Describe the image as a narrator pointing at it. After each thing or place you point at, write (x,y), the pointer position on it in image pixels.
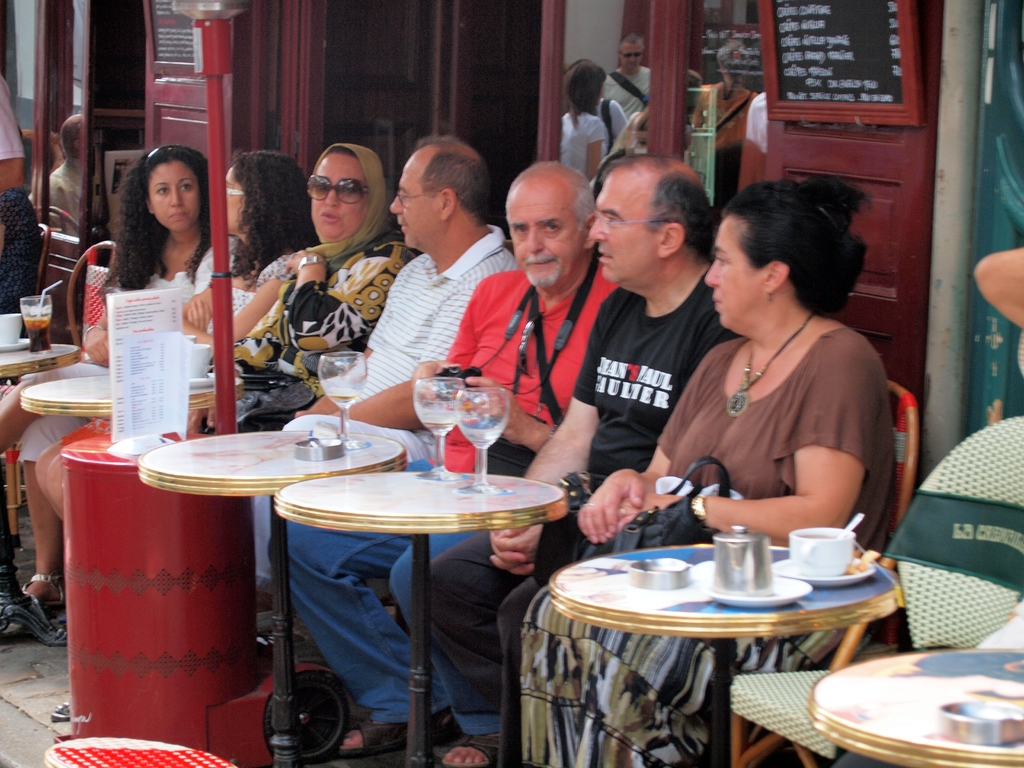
In this image we can see seven people (593,513) sitting on chairs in front of tables (363,461), these tables (350,460) consists of some glasses (451,402) with drinks (445,399), in this table (816,593) can see a cup (837,559) and saucer (778,580), in the background (848,66) we can see a board (818,67) and transparent glass (731,89), we can see a reflection (724,90) of persons (631,83) in this glass (572,69).
